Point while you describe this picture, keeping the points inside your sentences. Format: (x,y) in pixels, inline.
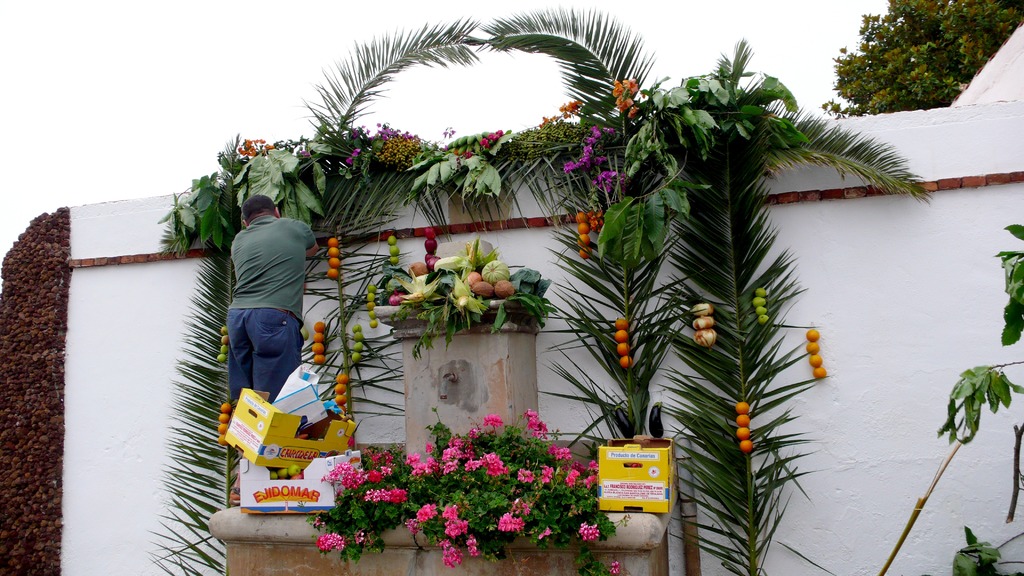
In this image there are stones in the left corner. There is a potted plant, wall (933,548) and tree (827,104) in the right corner (912,134). There are potted plants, card board boxes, vegetables (358,354), leaves (730,207) and a person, wall (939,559) in the foreground (305,432). And there is a sky (102,162) at the top (150,176).
